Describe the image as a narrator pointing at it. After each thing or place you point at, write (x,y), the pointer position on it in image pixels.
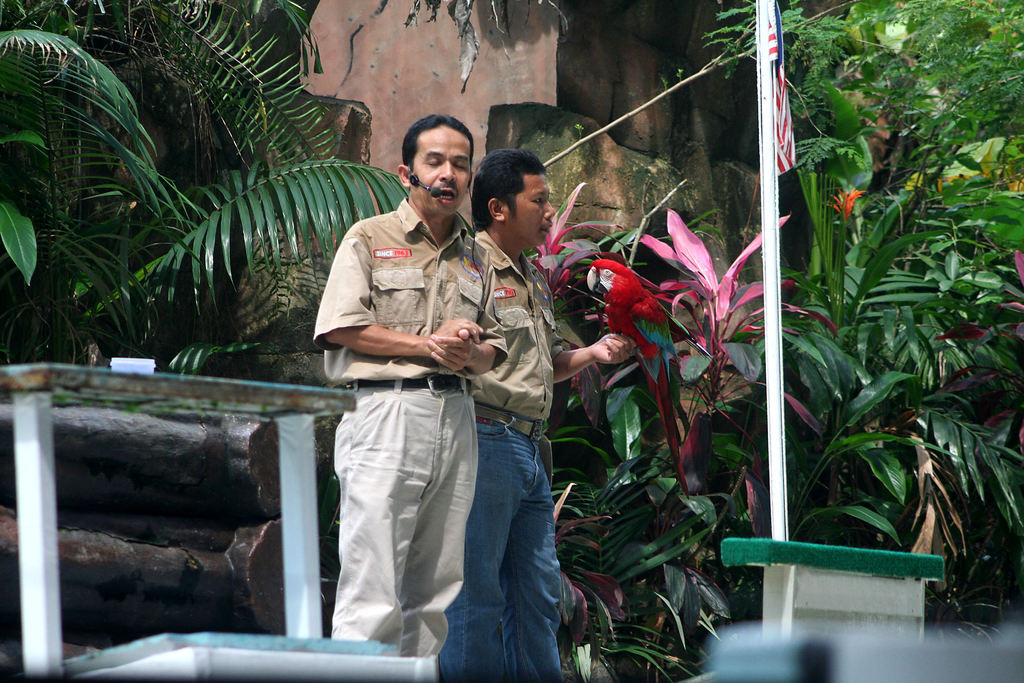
In this image we can see two persons (426,389) are standing, there a man (438,239) is speaking in a mouth microphone (436,187), there is a flag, there is a pole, at the back (566,196) there are many trees (231,21), there is a wall (379,81).
